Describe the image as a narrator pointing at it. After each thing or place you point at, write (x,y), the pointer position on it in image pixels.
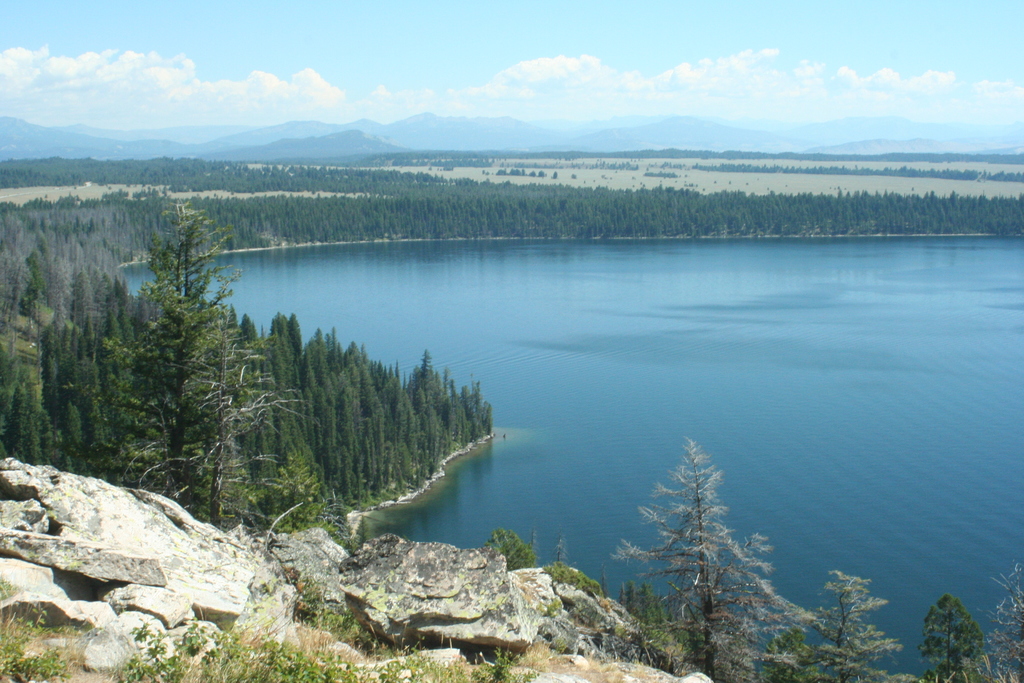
In this picture I can see the lake (756,350). At the bottom (409,564) I can see the grass (248,665) and stones (275,548). In the background (560,227) I can see many trees (466,224), plants (416,224) and mountains (681,130). At the top (569,76) I can see the sky (446,29) and clouds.
